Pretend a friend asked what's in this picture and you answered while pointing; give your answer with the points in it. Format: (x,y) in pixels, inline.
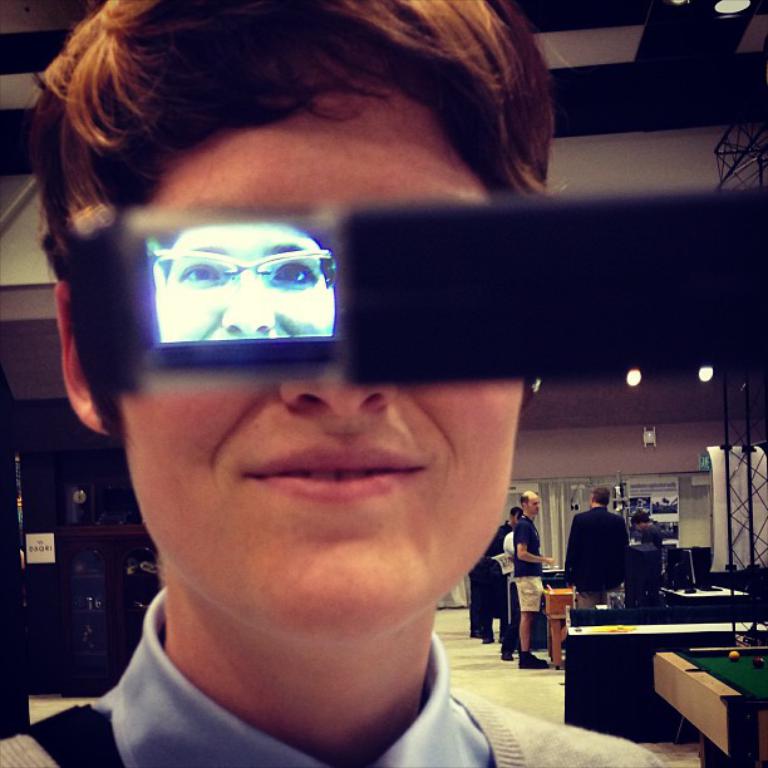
In this image there are group of people (498,581) standing at the background (573,475) we can see a building (688,459).
